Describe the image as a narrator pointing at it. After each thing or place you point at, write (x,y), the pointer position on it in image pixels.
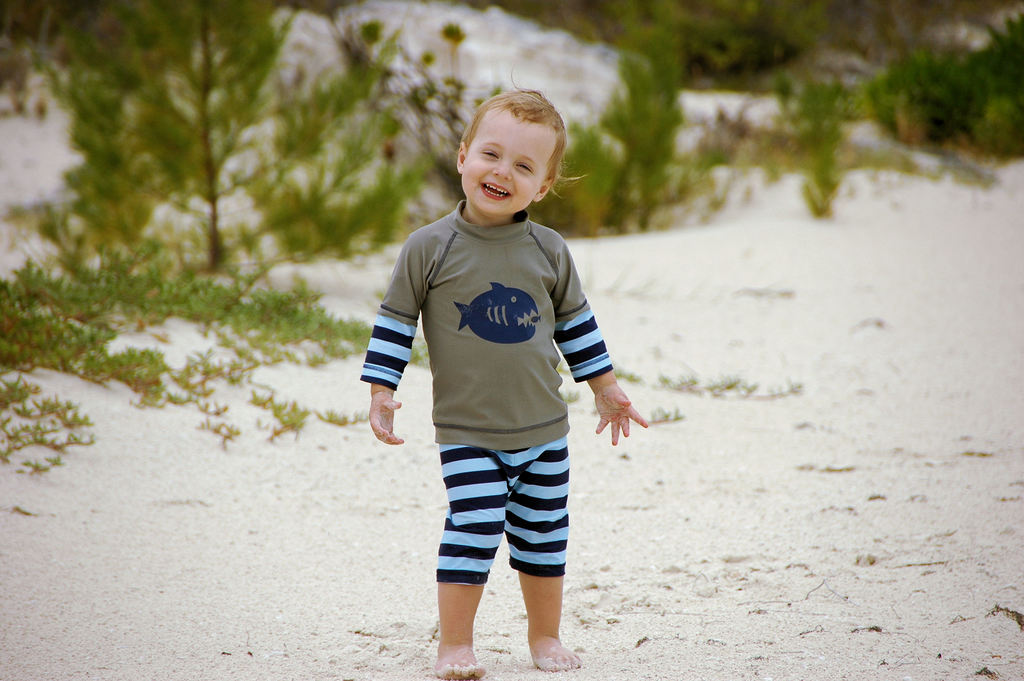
In this image I can see a boy (485,352) is standing and smiling. In the background (380,152) I can see plants (303,165) and the grass (282,321). The background of the image (761,41) is blurred.
